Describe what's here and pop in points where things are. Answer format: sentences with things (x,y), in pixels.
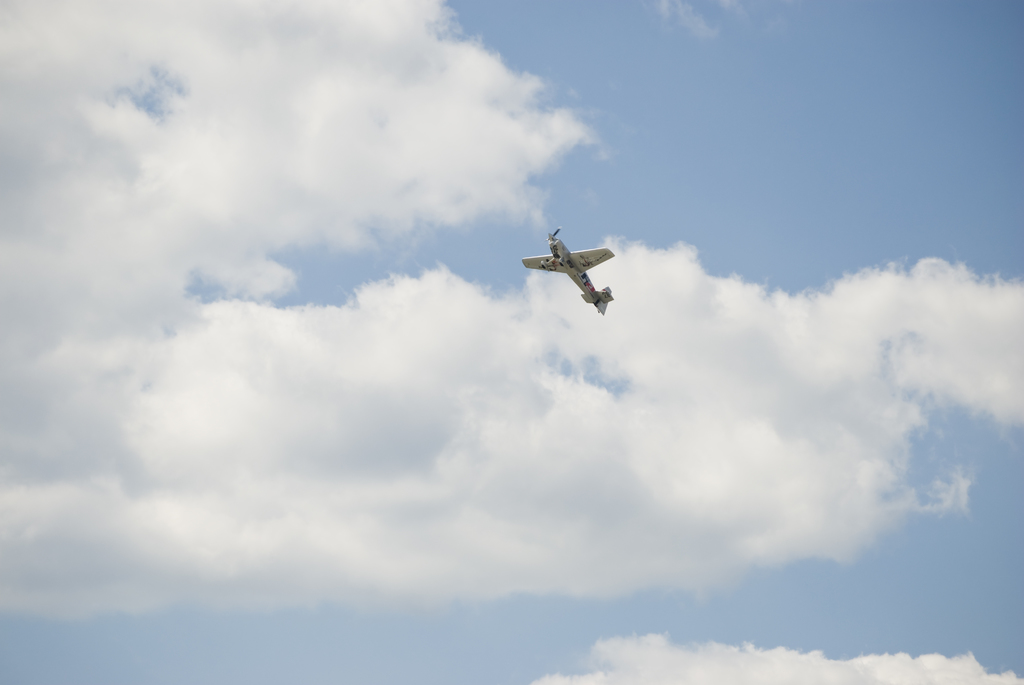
In this picture there is a white color small aircraft (601,306) flying in the sky (467,536). Behind there is a blue sky (930,119) and white clouds (403,441).
